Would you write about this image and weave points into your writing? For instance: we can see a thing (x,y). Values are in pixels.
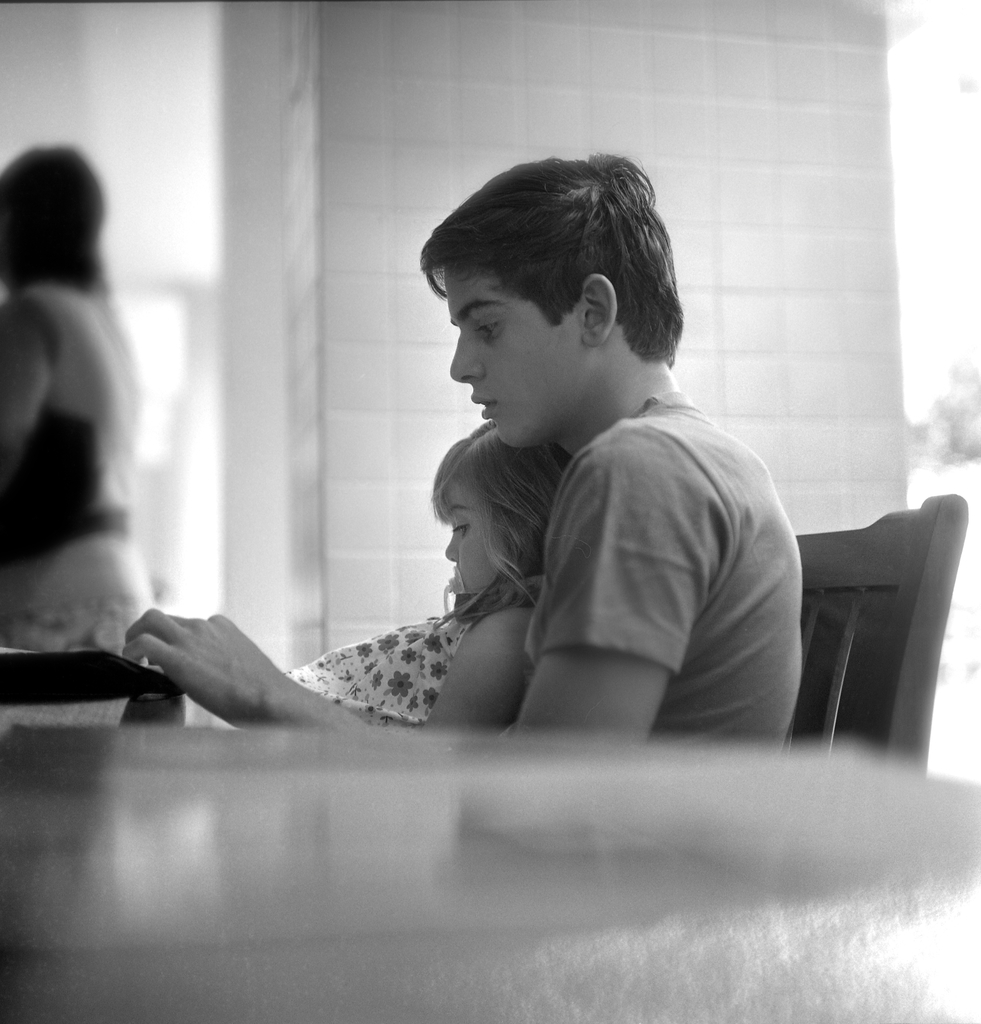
A boy (587,518) and a girl (484,685) are sitting in a chair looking at a something (71,678).
